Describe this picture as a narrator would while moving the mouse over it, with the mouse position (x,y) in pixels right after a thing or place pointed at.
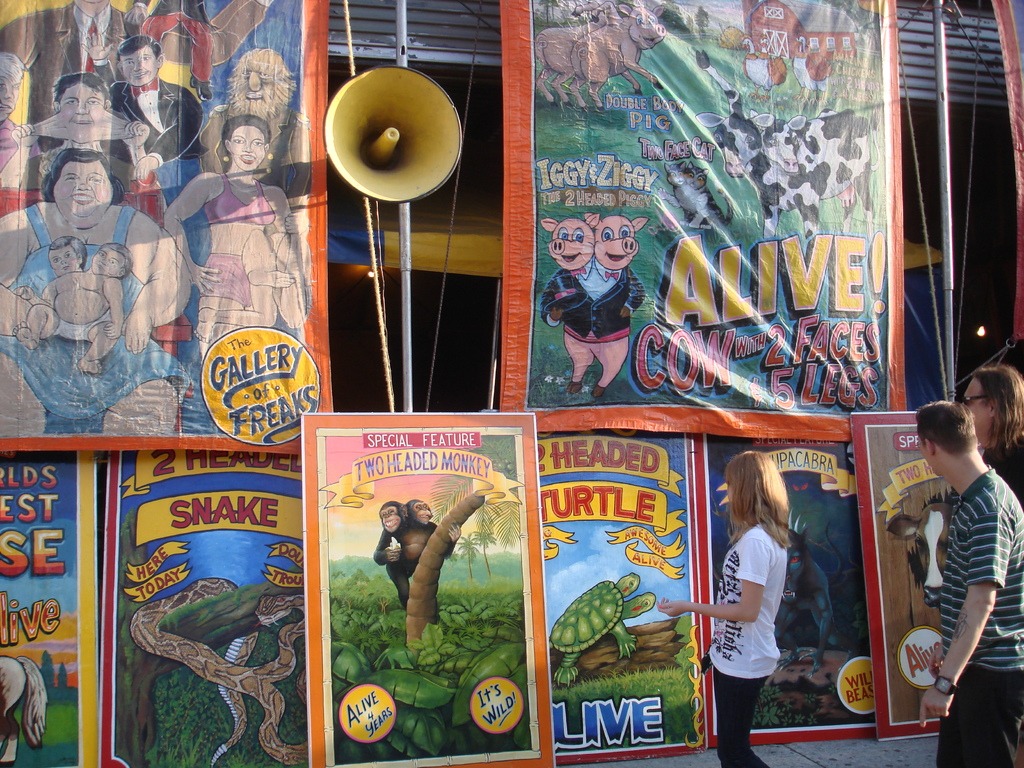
In this image I can see banners (305,373) and posters (483,527). I can also see some cartoon images (438,540) of people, animals (455,529), trees (438,554) and other objects (256,383) on this banners (570,495) and posters (569,458). Here I can see some object (410,128), poles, ropes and people (970,575) are standing on the ground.
